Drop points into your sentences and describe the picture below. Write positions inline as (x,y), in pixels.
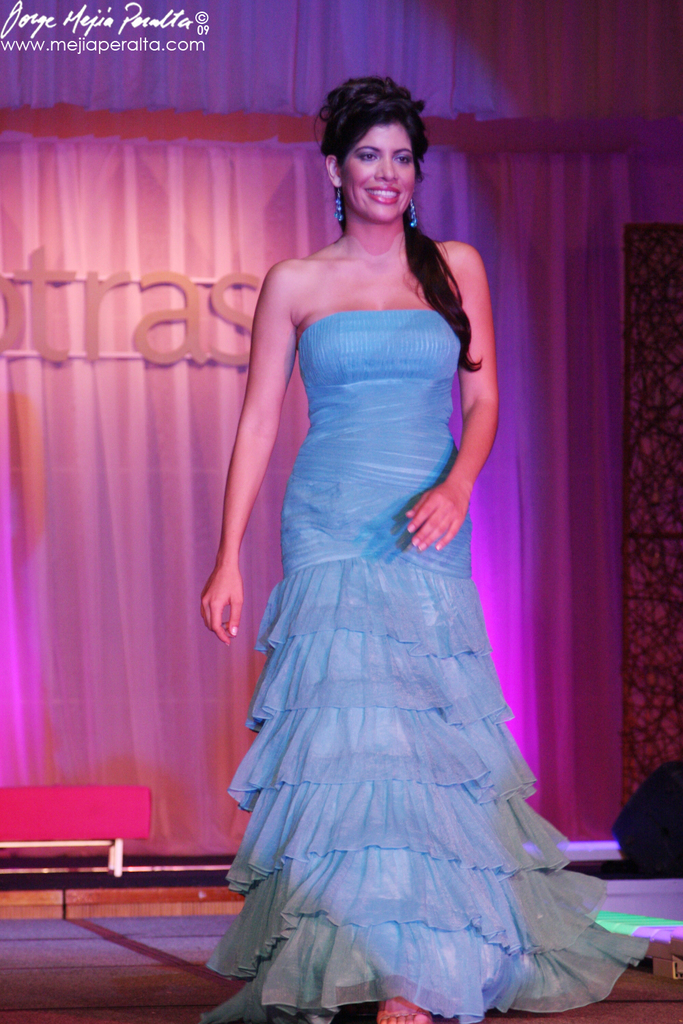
In this image there is a person (474,685) on the stage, some lighting (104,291) and text (107,316) on the wall (171,80).
